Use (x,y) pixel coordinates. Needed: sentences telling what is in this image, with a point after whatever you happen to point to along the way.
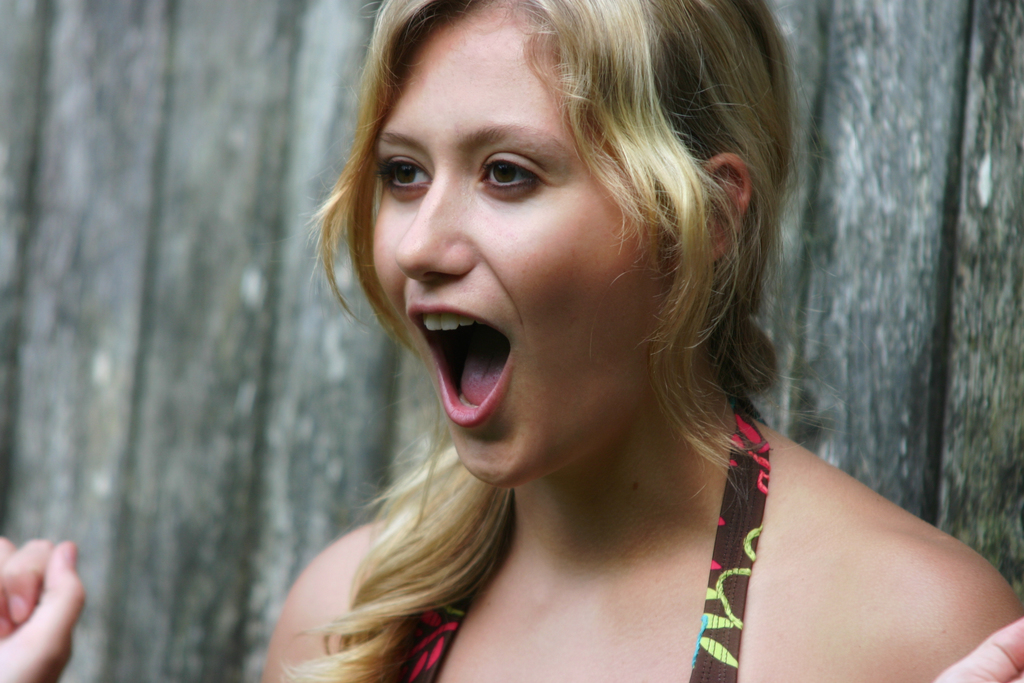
In this image, we can see a woman (721,401) standing and we can see a wooden wall (155,125).
